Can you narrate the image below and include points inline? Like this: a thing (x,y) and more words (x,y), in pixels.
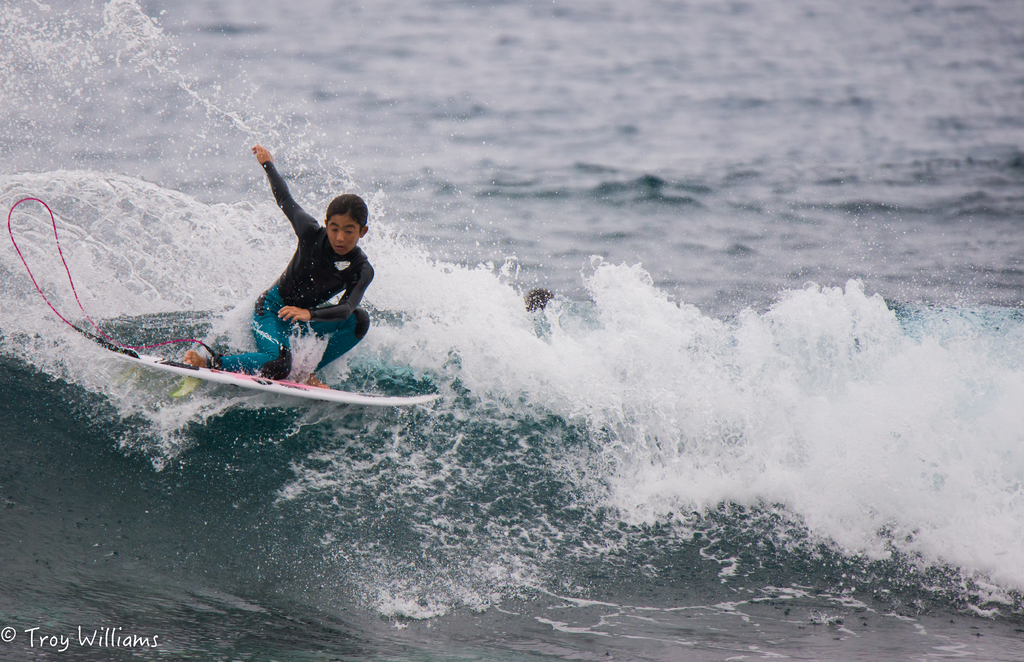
In this image, on the left side (313,308), we can see a girl (326,296) riding on the surfboard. In the background (937,33), we can see a water (720,381) in an ocean (720,381).
